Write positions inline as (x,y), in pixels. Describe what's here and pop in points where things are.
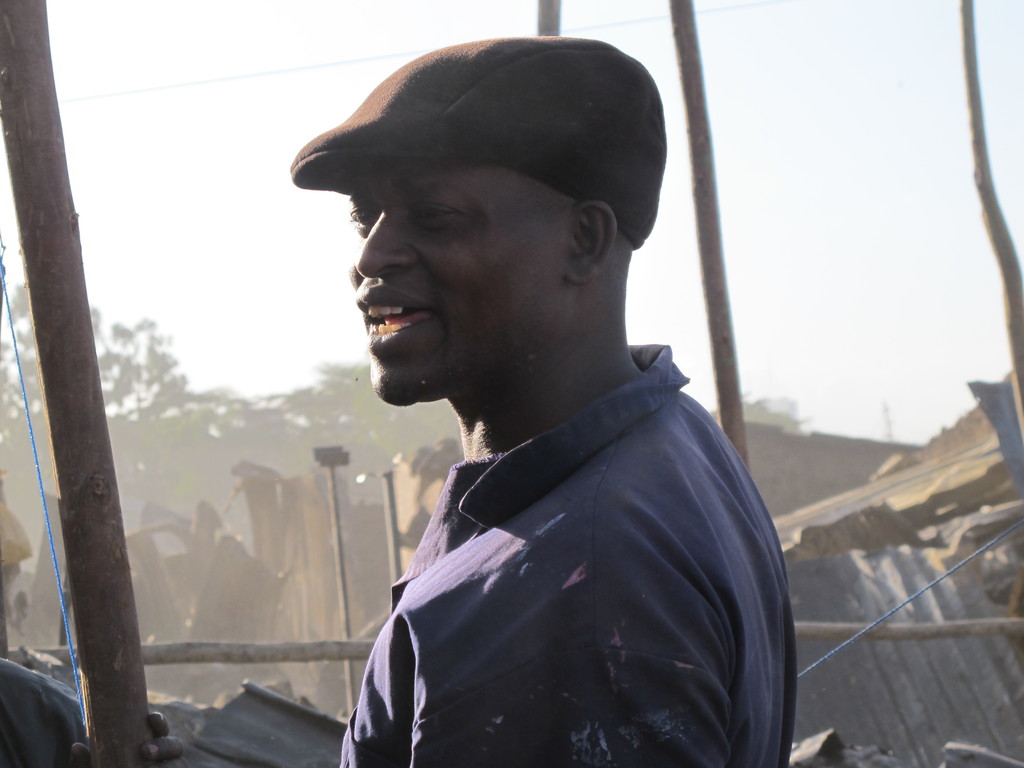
In this image we can see a man (512,285) wearing cap (401,123). Also we can see part of a person (61,703) and holding a wooden stick (117,591). In the background (291,518) we can see collapsed building (811,520). There are wooden pieces (722,288). Also there are trees (144,419) and sky (868,155).
